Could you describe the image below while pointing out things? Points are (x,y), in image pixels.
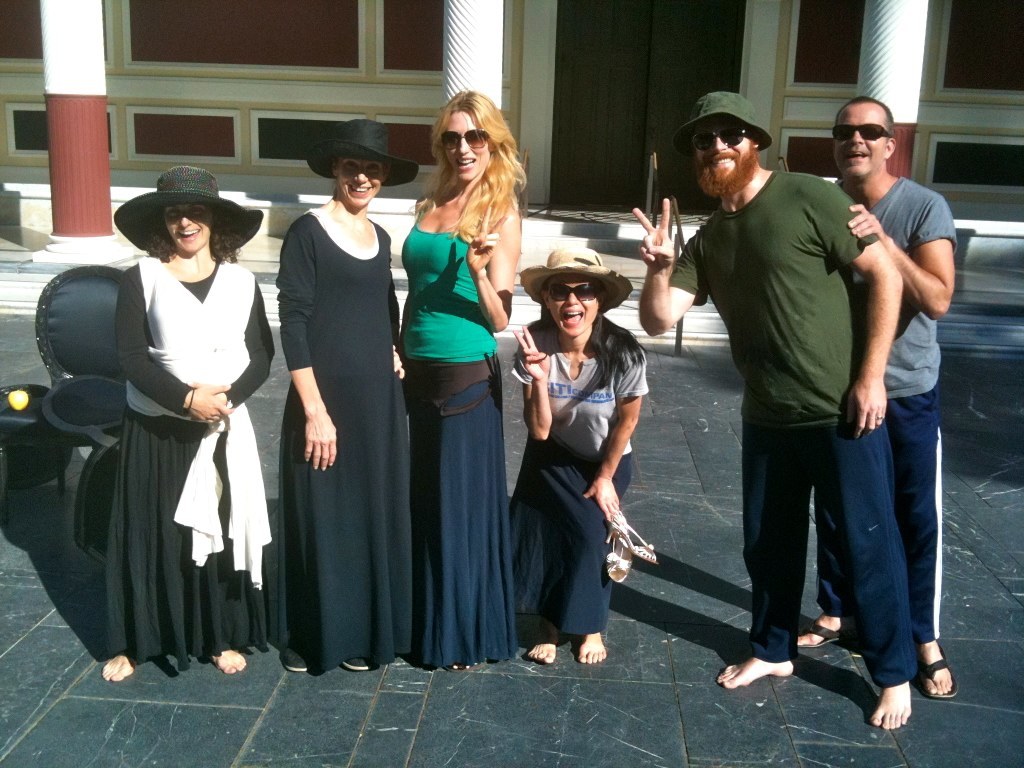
In this image there is a group of people (585,346) standing with a smile on their faces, behind them there are chairs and some other objects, in the background of the image (312,102) there is a building (300,125) with closed door (602,88), in front of the door (608,75) there are pillars (450,92) and stairs (630,312).
